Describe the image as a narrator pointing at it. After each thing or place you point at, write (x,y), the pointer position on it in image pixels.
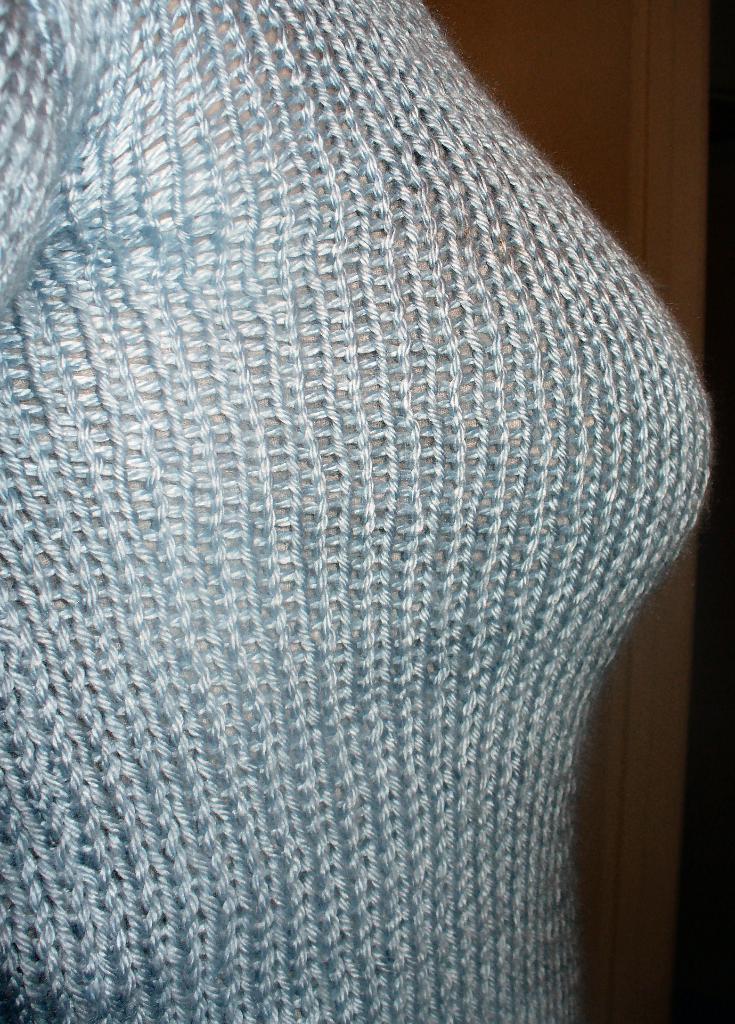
In the picture I can see a person (312,418) is wearing woolen clothes (425,523). In the background (710,39) I can see some objects (661,630).
